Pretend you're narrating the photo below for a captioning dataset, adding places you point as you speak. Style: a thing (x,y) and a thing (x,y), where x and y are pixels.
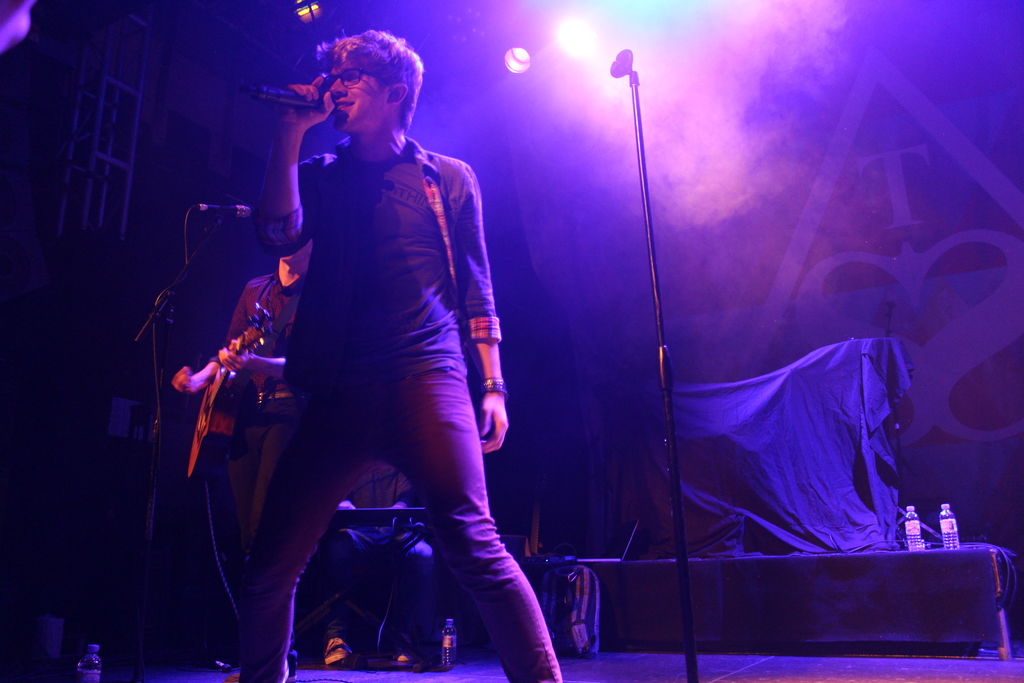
In this image we can see a man (520,606) standing and holding a mic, next to him there is another man (244,419) holding a guitar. There are mics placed on the stands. In the background (663,568) there is a stand (925,555) and we can see bottles (954,538) and an objects (797,508) placed on the stand (768,579). At the top (567,29) there are lights (296,2).
